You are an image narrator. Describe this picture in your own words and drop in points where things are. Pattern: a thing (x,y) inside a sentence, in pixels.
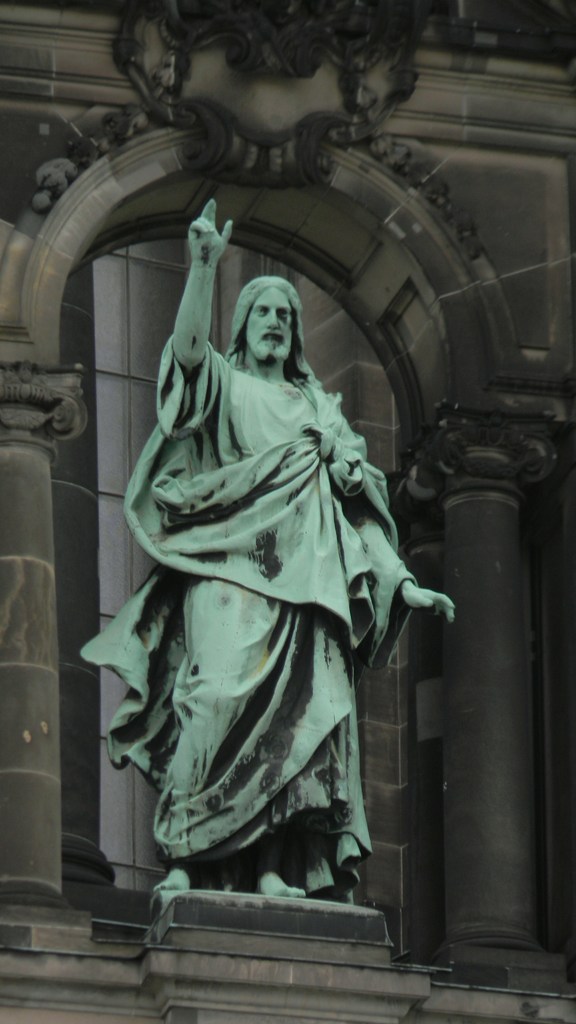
In this picture we can see a statue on the platform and in the background (87,931) we can see pillars (43,896), wall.
